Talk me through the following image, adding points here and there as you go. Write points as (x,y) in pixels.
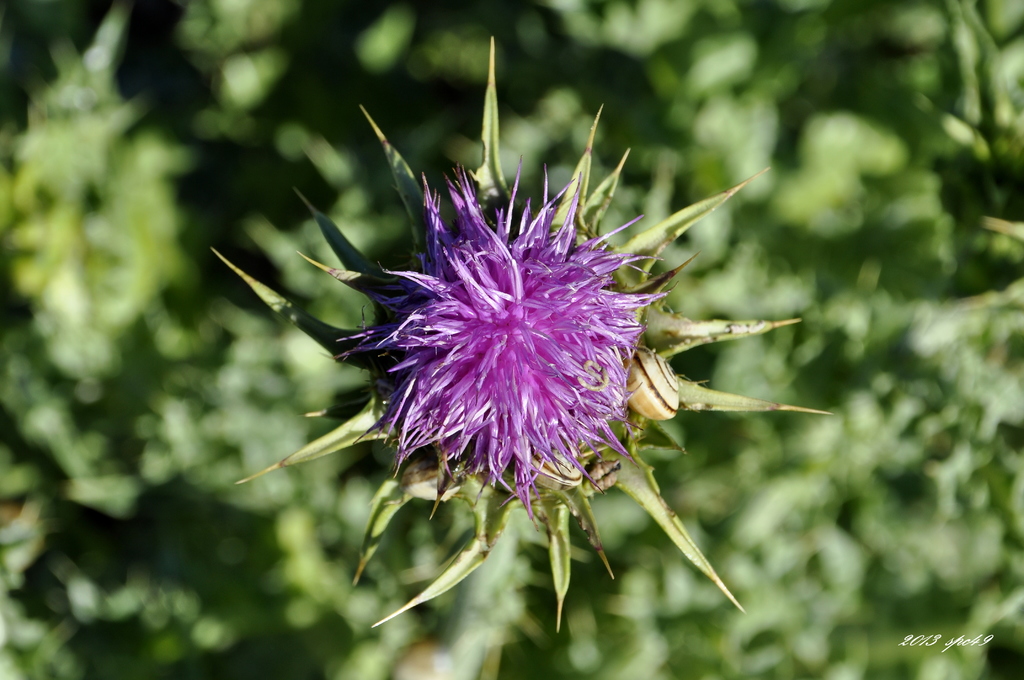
In front of the image there is a flower (312,334). Around the flower (312,334) there are leaves (304,498). There is some text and numbers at the bottom of the image (946,649).
